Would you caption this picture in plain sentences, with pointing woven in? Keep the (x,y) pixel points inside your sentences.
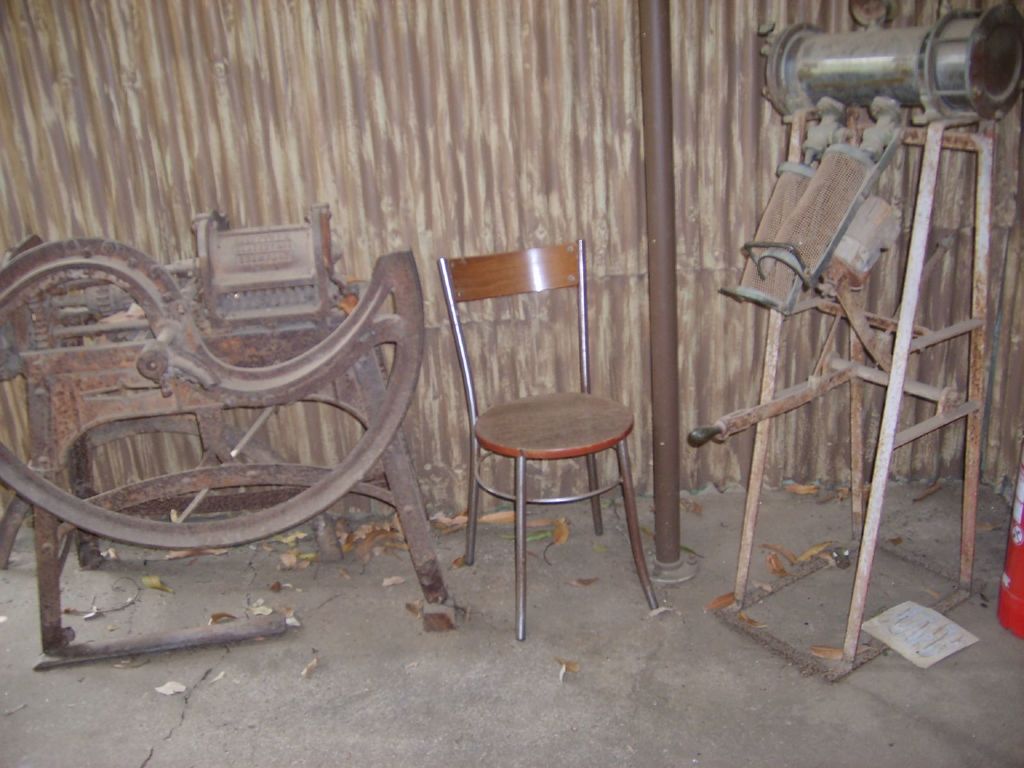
In the image there are two machines (181,495). In the middle of the machines (857,226) there is a chair (577,425) and also there is a pole (662,494). In the background (706,224) there is a metal wall (386,142). And on the ground (191,588) there are dry leaves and also there is a paper (941,625).
